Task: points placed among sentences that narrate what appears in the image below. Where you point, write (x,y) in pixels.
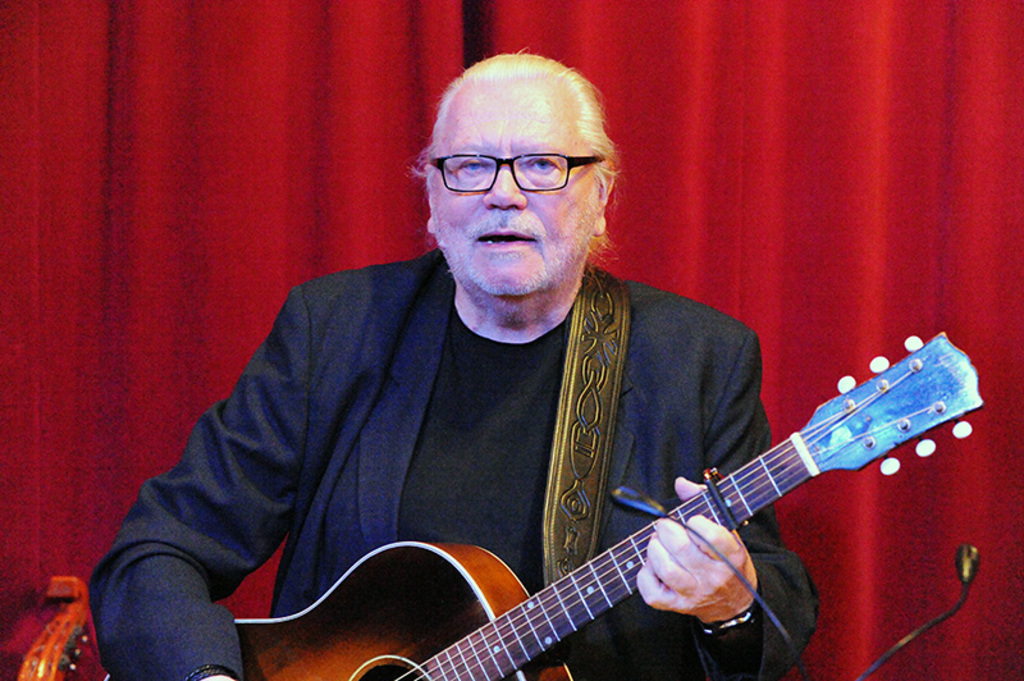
As we can see in the image there is a red color curtain (427,73) and a man (510,334) holding guitar (446,615).
